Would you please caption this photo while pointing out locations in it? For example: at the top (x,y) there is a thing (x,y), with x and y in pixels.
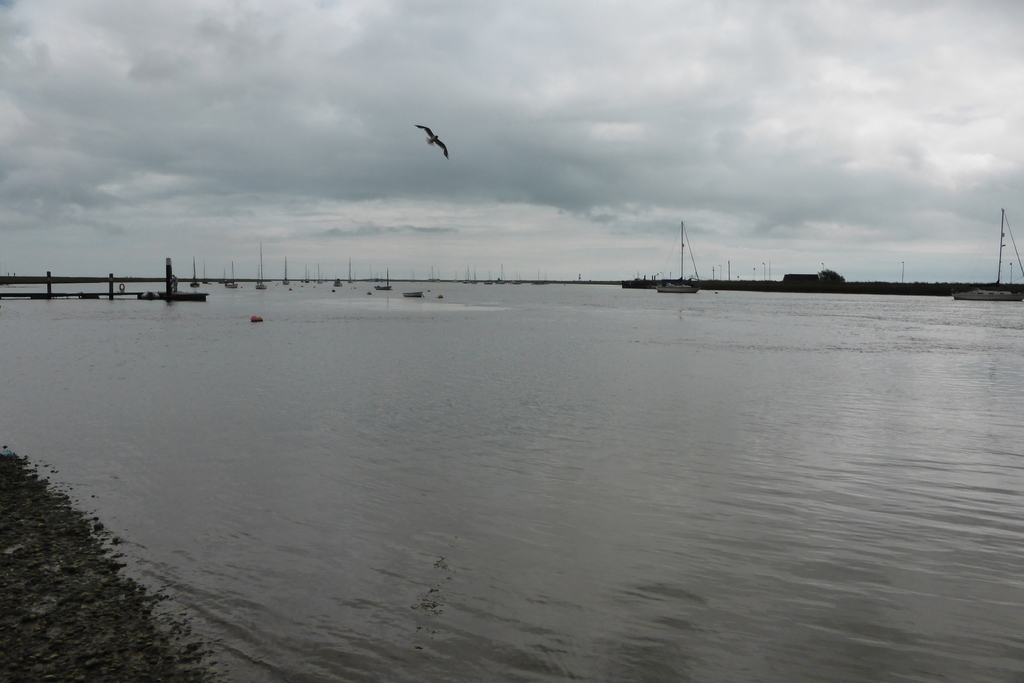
In the image I can see boats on the water (627,471). In the background (470,196) I can see a jetty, the sky (600,127) and some other objects (447,152).
